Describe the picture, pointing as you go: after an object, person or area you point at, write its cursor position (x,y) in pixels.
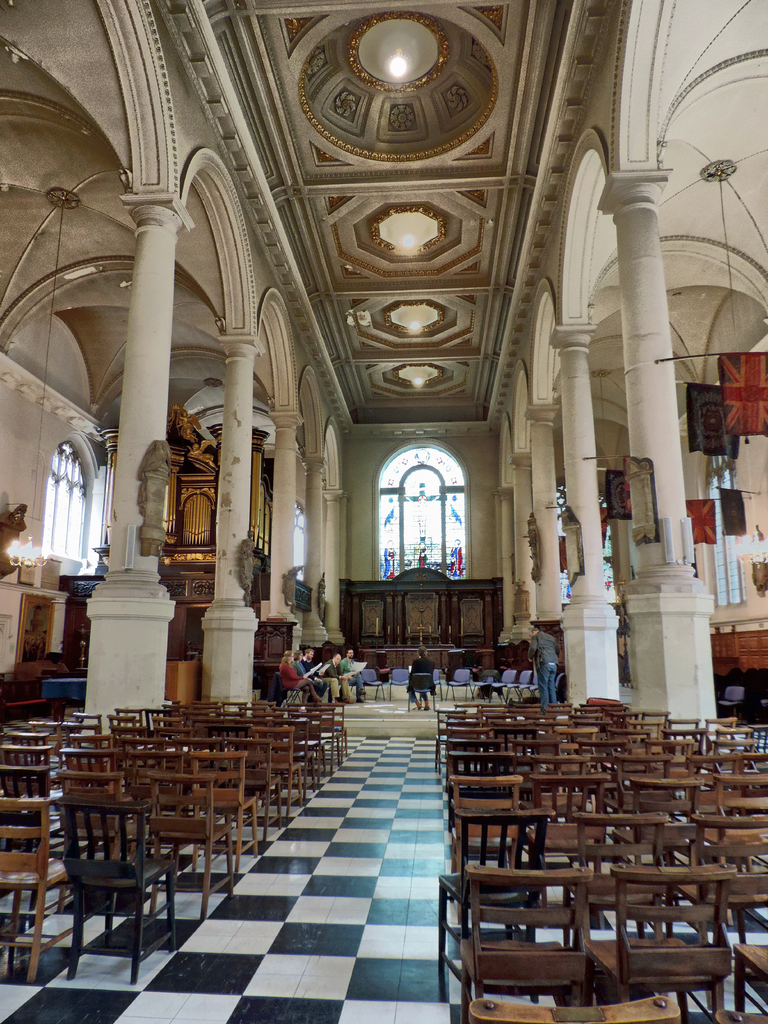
In this image we can see pillars (283,568), chairs (649,768), persons (311,667), flags (725,402), lights (15,552), ceiling (392,313), windows (394,501) and wall (376,521).
